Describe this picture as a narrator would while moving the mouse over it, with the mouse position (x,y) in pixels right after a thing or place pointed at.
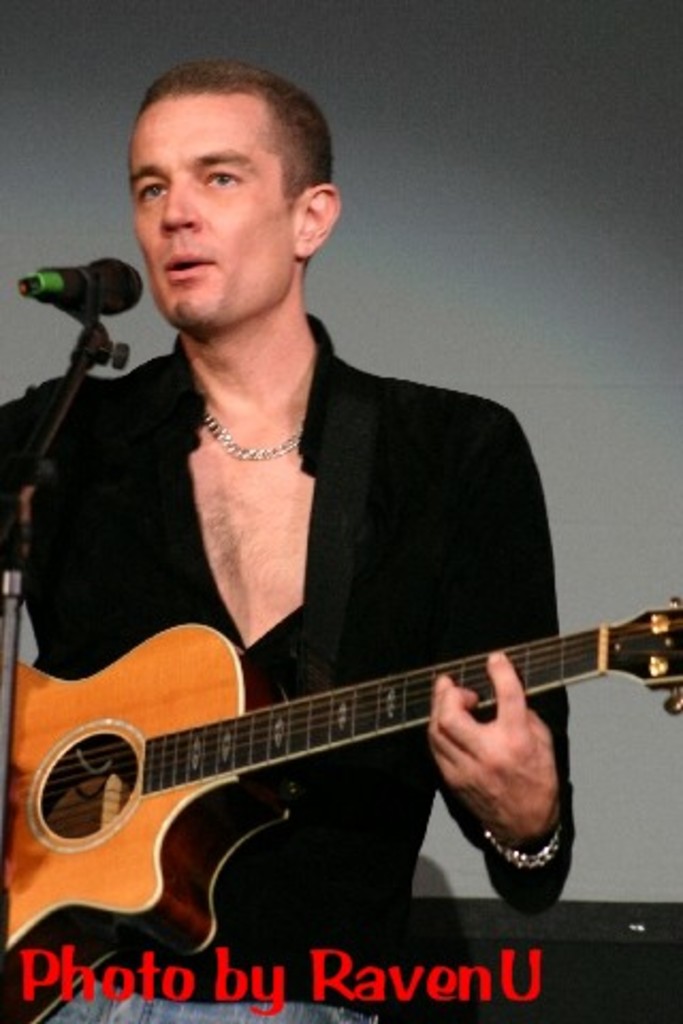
This picture is mainly highlighted with a man (398,552) wearing black colour shirt (381,515), standing in front of a mike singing and playing guitar (199,869).
